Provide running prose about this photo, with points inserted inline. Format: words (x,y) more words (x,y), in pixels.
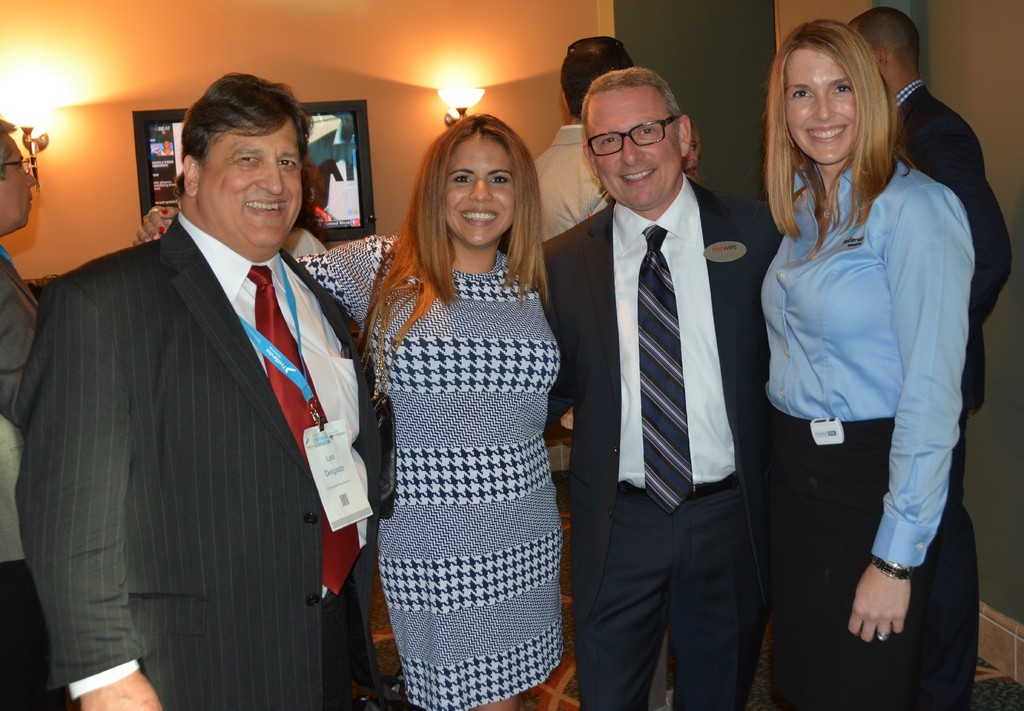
At the bottom of this image (810,555), there are two women (517,380) and two men (204,361), smiling and standing on a floor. In the background (18,322), there are other persons (966,165), there are lights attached to a wall (96,204) and there is a screen (352,100).
